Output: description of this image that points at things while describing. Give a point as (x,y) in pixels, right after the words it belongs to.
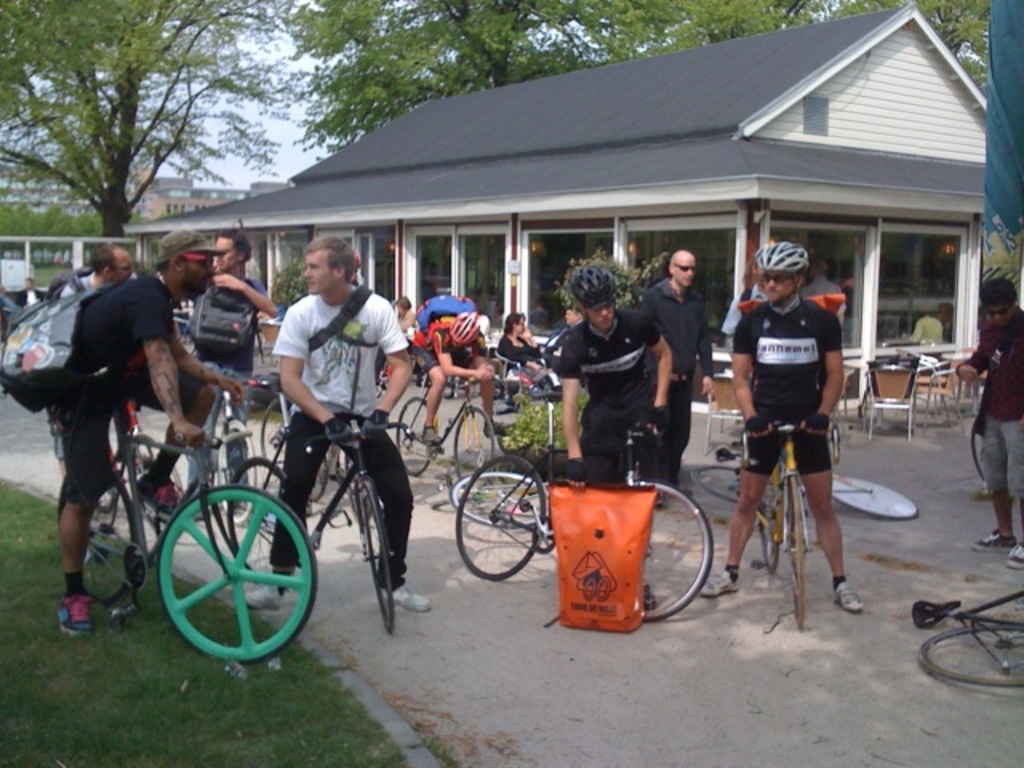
On the background (508,74) we can see sky (272,118), trees (13,114), buildings (580,195). Here we can see persons (826,505) with bicycles (804,520) on the road (482,587). Near to this house (877,189) we can see empty chairs (945,370). This is a fresh green grass (153,675).
